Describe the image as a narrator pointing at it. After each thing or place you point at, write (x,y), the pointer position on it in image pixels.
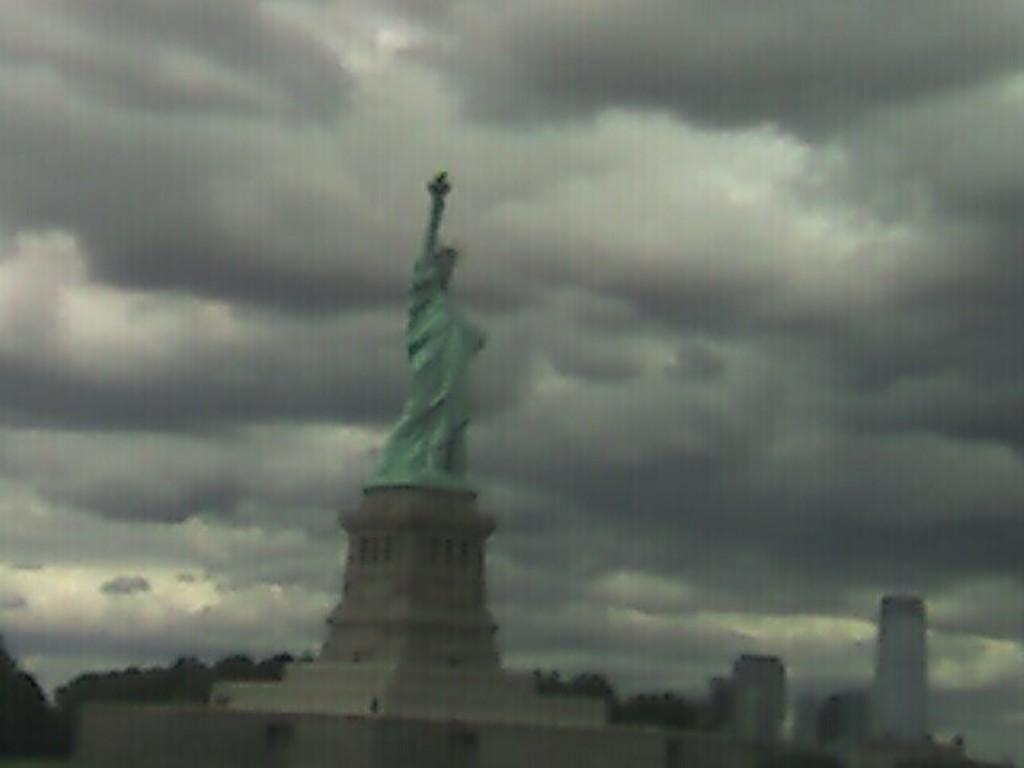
In this image there is a statue of liberty (403,528) in the middle (431,448). At the top (344,108) there is the sky (341,142) with the black clouds (201,346). On the right side (906,705) there are buildings (834,693). In the background (196,700) there are trees (160,680).
